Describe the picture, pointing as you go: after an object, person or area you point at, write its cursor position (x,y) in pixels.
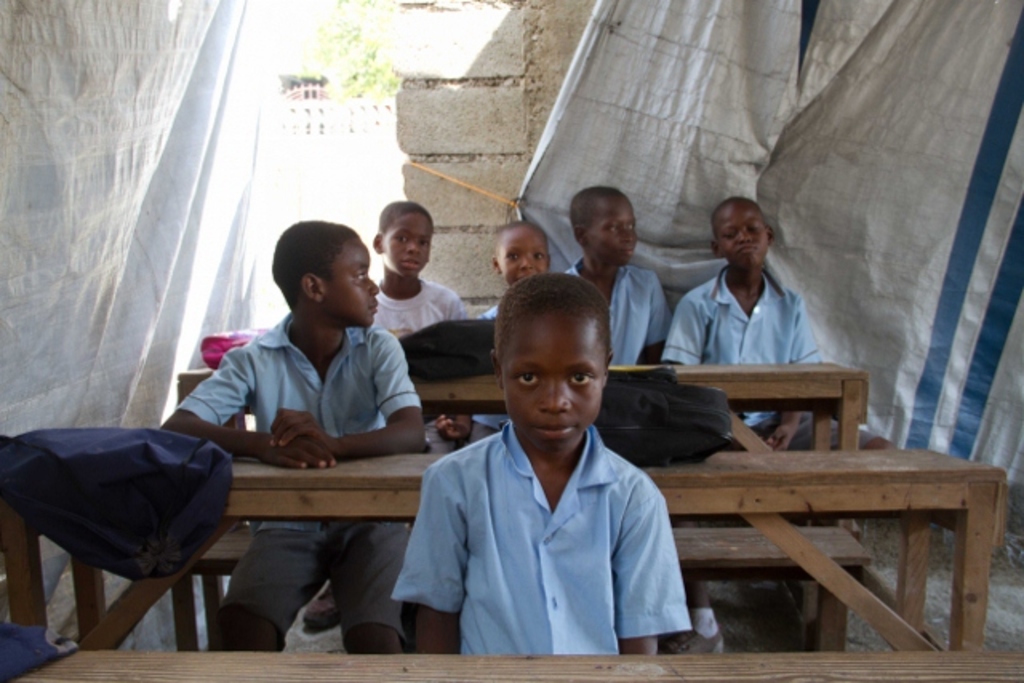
In this image there are group (450,569) of children sitting on the benches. At the left (104,209) and at the right (812,143) there is a sheet (828,111) and at the back (517,115) there is a wall (477,162) and there is a tree (368,50). There are bags (36,517) on the table (37,544).
